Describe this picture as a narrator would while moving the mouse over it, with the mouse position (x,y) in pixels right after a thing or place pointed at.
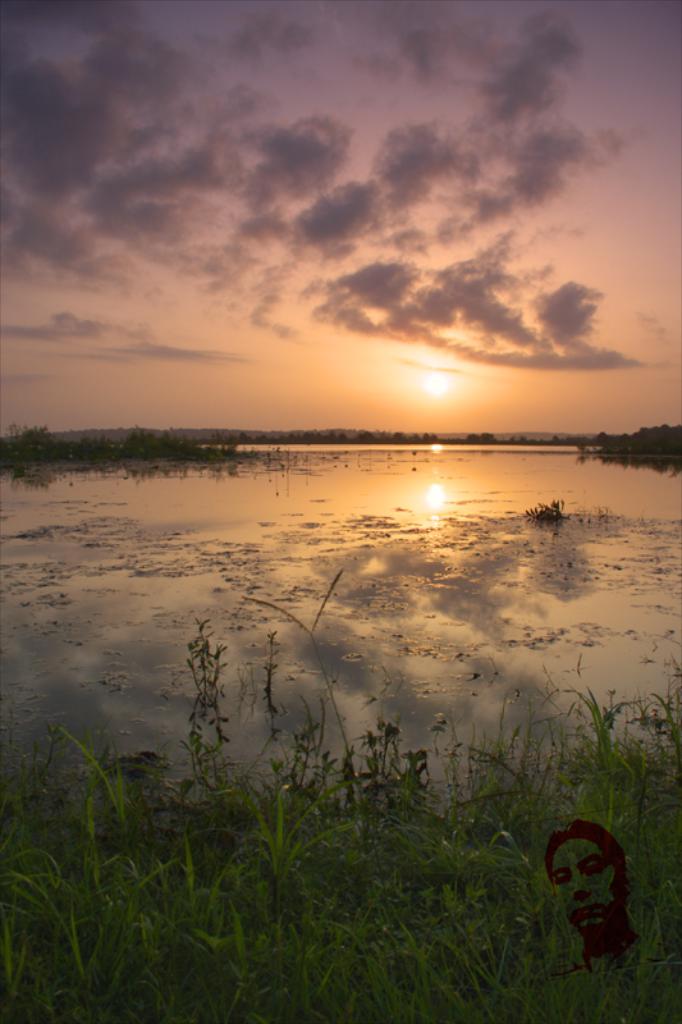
At the bottom of the image (335,933) there is grass (434,853). In the center of the image (364,473) there is water (307,509). In the background of the image (290,428) there is sky (386,379), sun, clouds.
